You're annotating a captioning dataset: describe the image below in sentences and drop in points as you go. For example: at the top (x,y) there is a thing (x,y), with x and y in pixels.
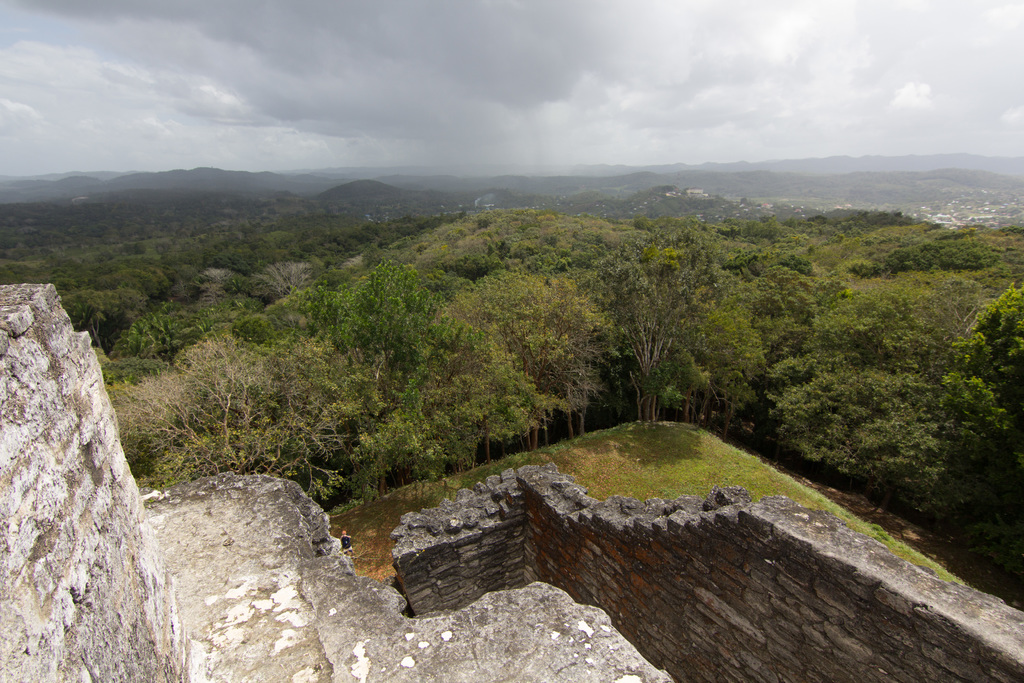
In the image there are trees (269,307) all over the place with hills (211,182) in the background (579,199), in the front (210,569) it seems to be a stone construction (560,482) and above its sky (422,70) with clouds (390,80).
